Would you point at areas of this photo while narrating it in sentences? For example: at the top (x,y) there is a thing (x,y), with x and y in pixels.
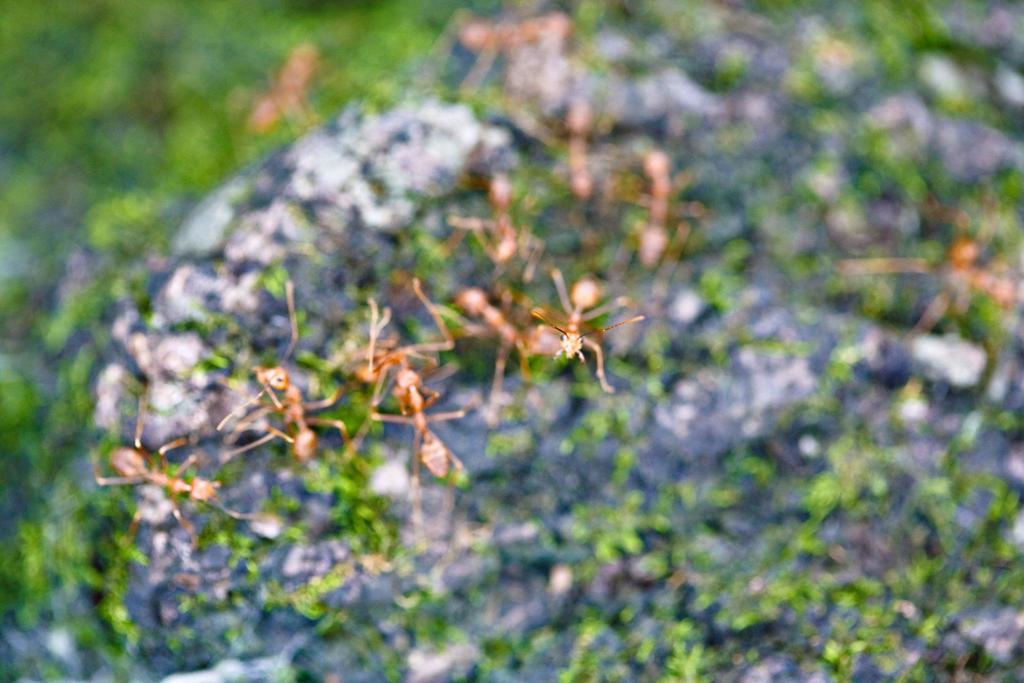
In this picture we can see a few ants (417,285). Background (777,236) is blurry.
